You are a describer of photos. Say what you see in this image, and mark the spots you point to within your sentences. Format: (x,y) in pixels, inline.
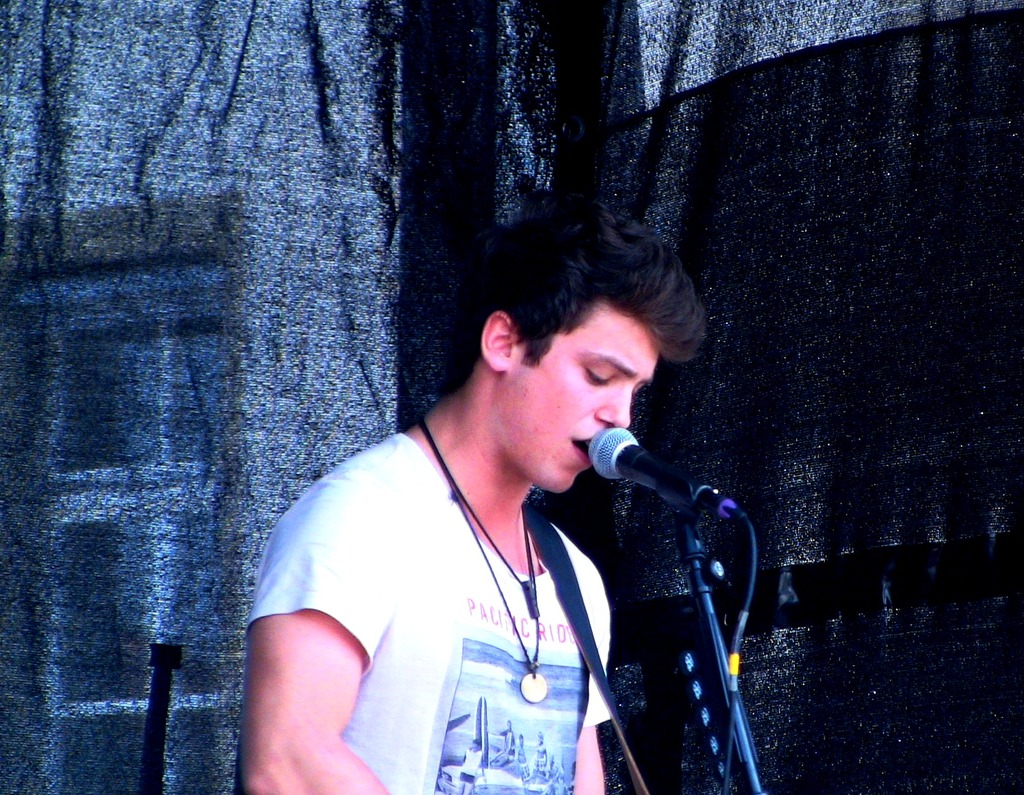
In this image, we can see a person (541,554) on the dark background. This person (401,592) is wearing clothes (377,650). There is a mic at the bottom of the image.
